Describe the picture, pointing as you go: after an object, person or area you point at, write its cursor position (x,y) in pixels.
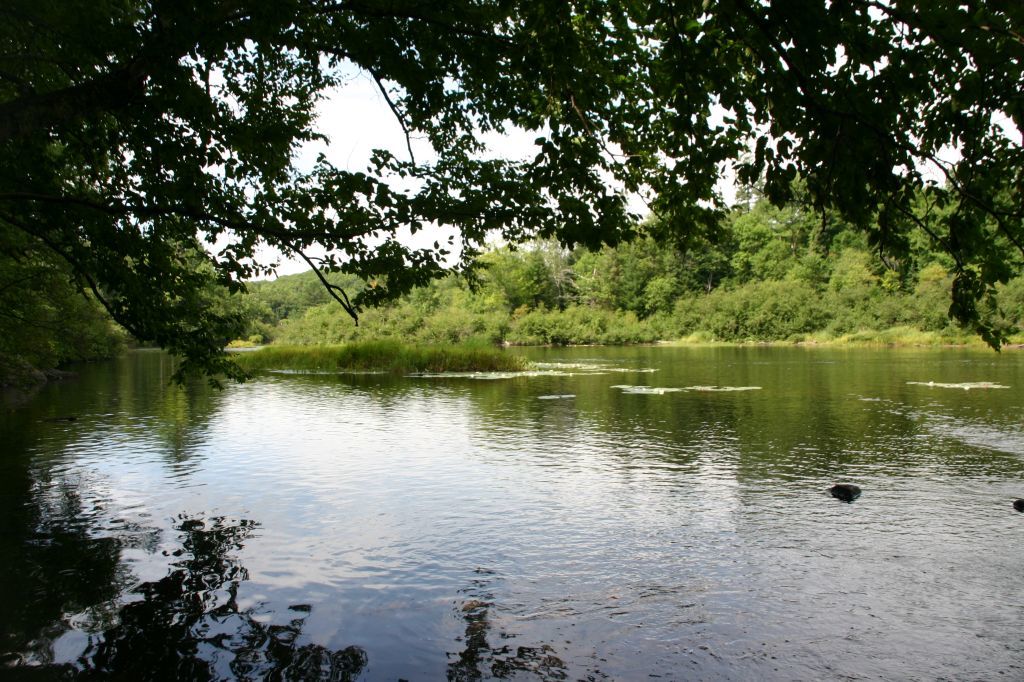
In this image we can see a large water body (599,533). We can also see some plants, a group of trees (529,253) and the sky (355,142) which looks cloudy.
